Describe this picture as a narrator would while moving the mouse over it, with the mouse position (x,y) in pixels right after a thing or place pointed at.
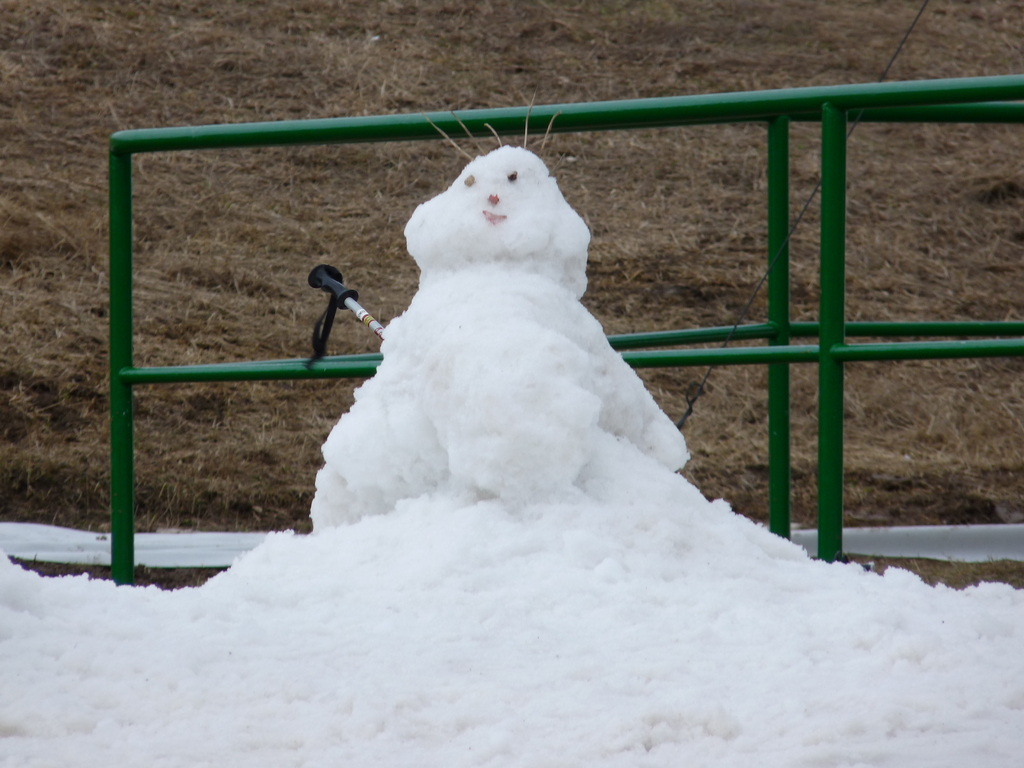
In this image in the center (658,403) there is a snow (561,601) and there is one snowman (460,267), in the background (333,190) there is grass (678,200) and a fence (839,371).
